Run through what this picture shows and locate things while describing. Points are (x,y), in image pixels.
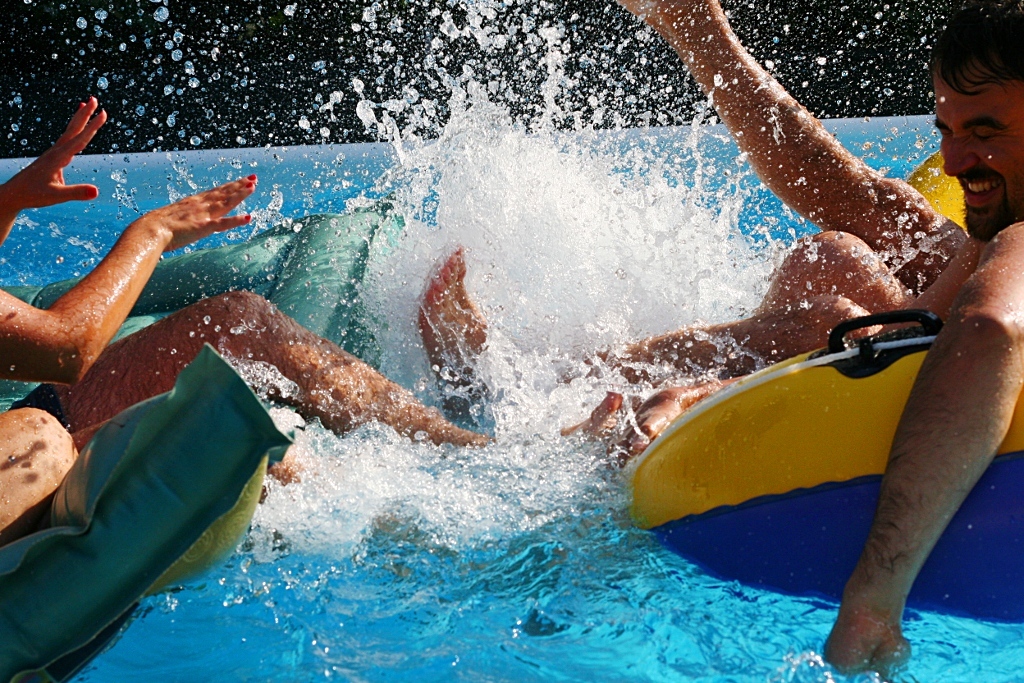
In this image we can see water (509,549). On the water (502,589) there are people (91,419) on tubes (203,368).
